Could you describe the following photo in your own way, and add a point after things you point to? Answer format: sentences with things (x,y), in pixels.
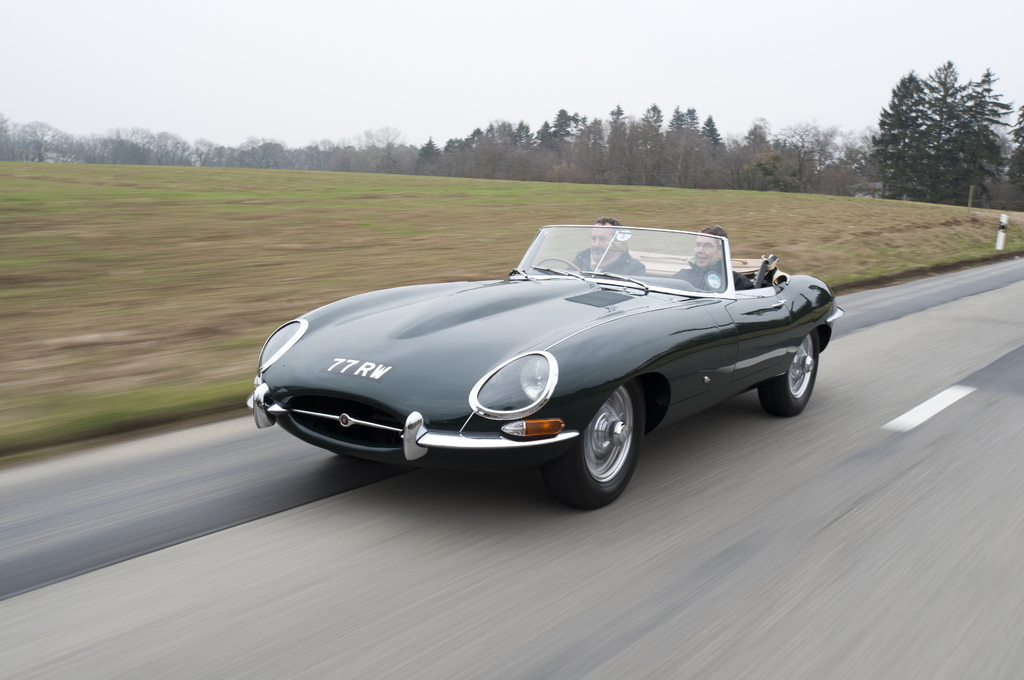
This image is clicked outside. There are trees (639,163) at the top (914,135). There is sky (624,65) at the top (493,68). There is a car (356,396) in the middle (614,281), it is in black color. There are two persons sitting in that car (616,347).
